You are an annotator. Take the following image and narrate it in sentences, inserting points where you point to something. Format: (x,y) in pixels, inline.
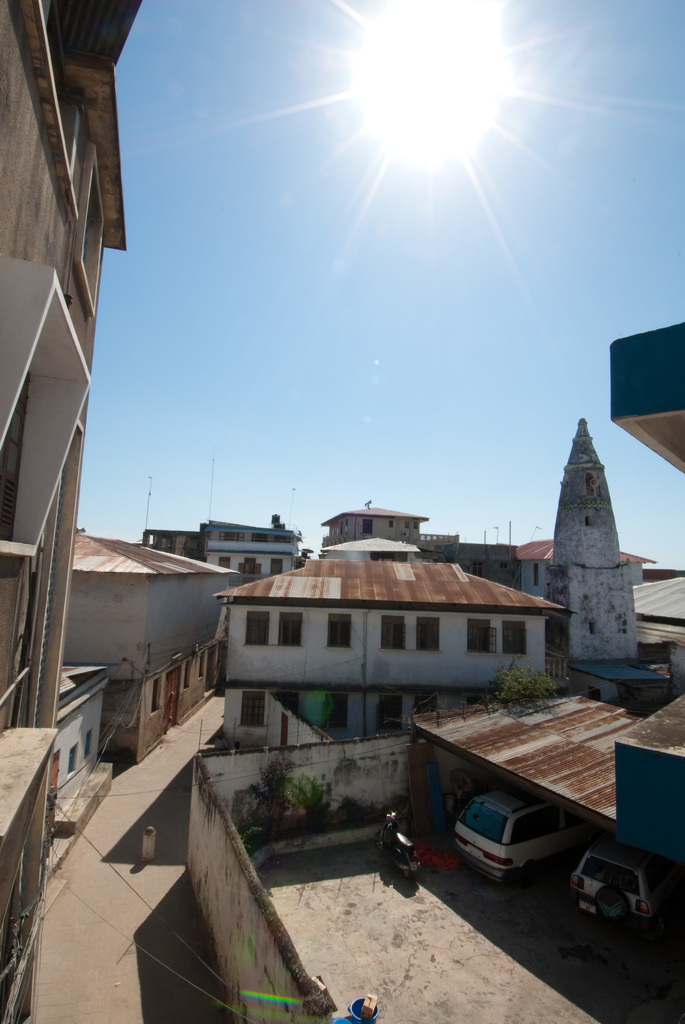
In this image I can see buildings (187,696), vehicles (414,846) and a fence wall (394,777). In the background (292,389) I can see the sun (371,103) and the sky (273,348).
